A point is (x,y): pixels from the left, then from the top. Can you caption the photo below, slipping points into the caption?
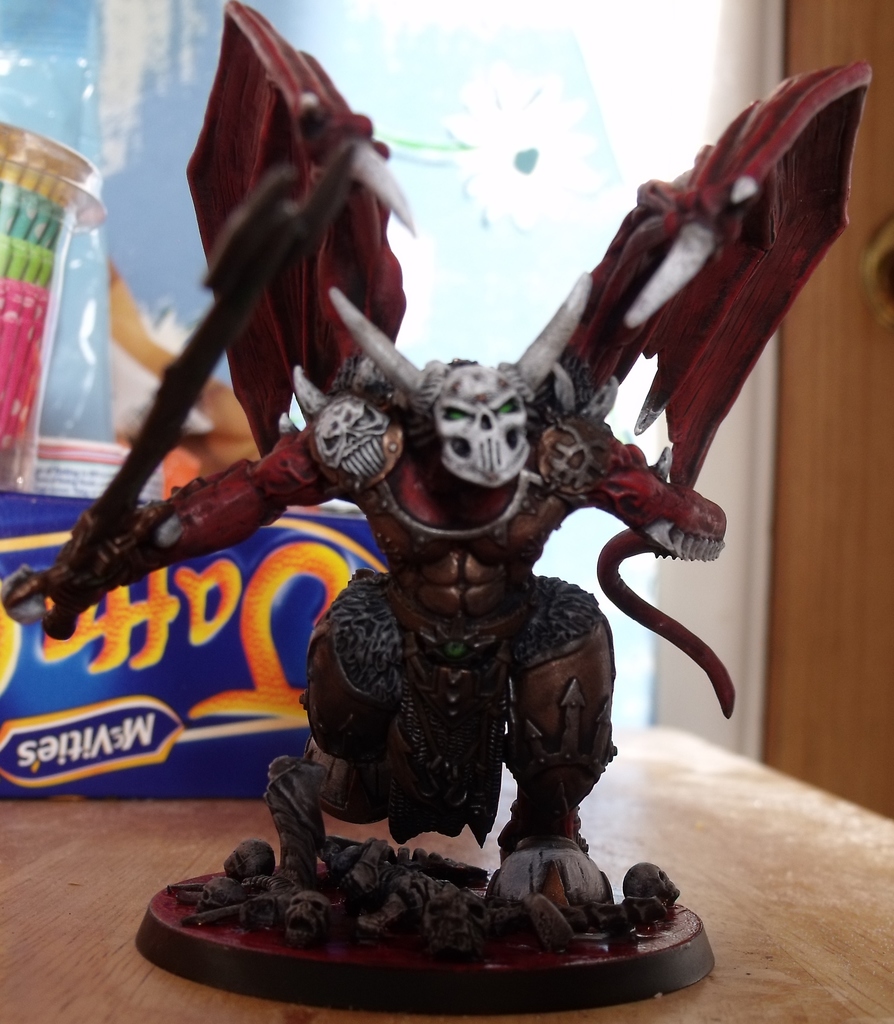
In this picture we can see a statue (719,180) of a monster (338,774) on a platform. On this platform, we can see a few skulls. This statue (352,622) is on a wooden table (205,1010). There is a box (213,782) and a colorful object (90,240) is visible on this box (342,578). We can see a wooden object (804,493) in the background (836,394).
